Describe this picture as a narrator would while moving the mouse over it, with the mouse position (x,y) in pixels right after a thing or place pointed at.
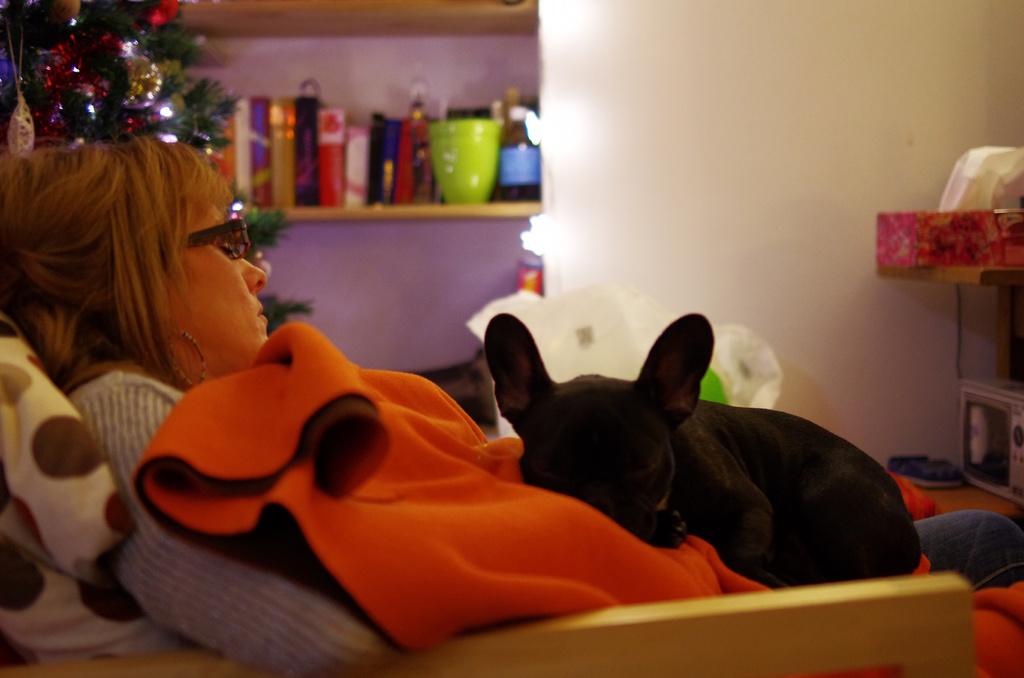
This is the picture of a room (445,294). In this picture there is a woman (73,179) sitting and there is a dog (676,505) sitting on the woman (985,584). At the back (435,142) there are books (256,156) and there is a cup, bottle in the cupboard (519,34) and there is a Christmas tree (2,37). On the right side of the image (946,222) there is an object (968,172) on the table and there is a device (1007,390) at the bottom (995,489).
